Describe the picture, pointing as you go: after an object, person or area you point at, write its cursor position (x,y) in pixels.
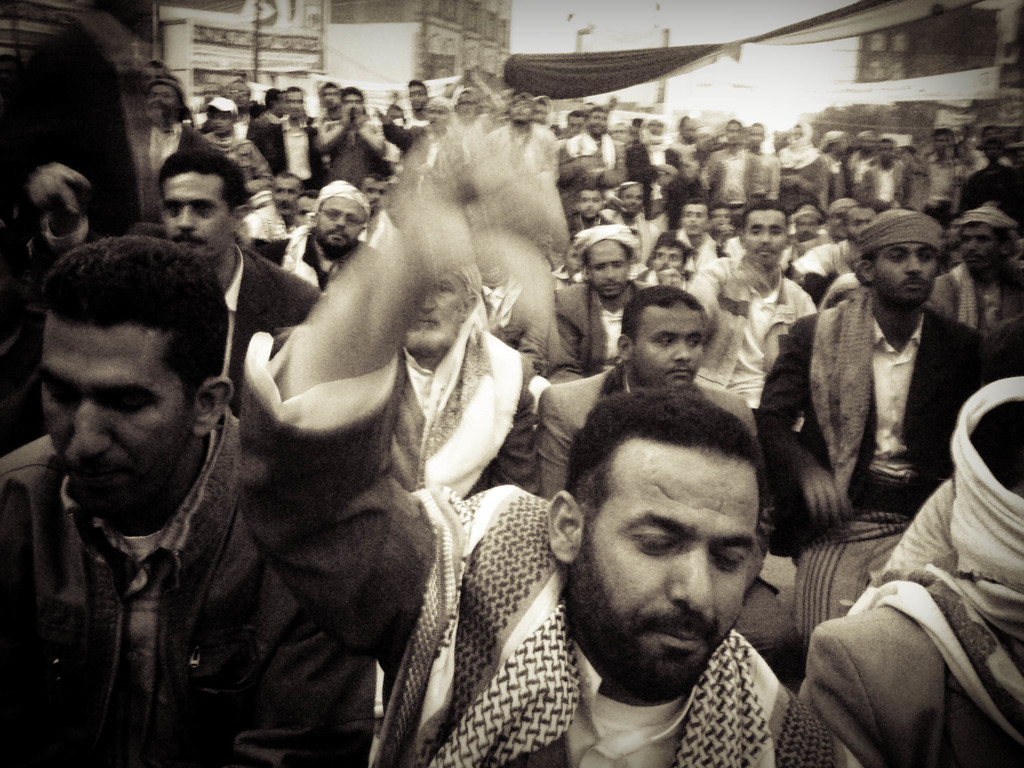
This is a black and white image. In this image we can see people (730,124).
